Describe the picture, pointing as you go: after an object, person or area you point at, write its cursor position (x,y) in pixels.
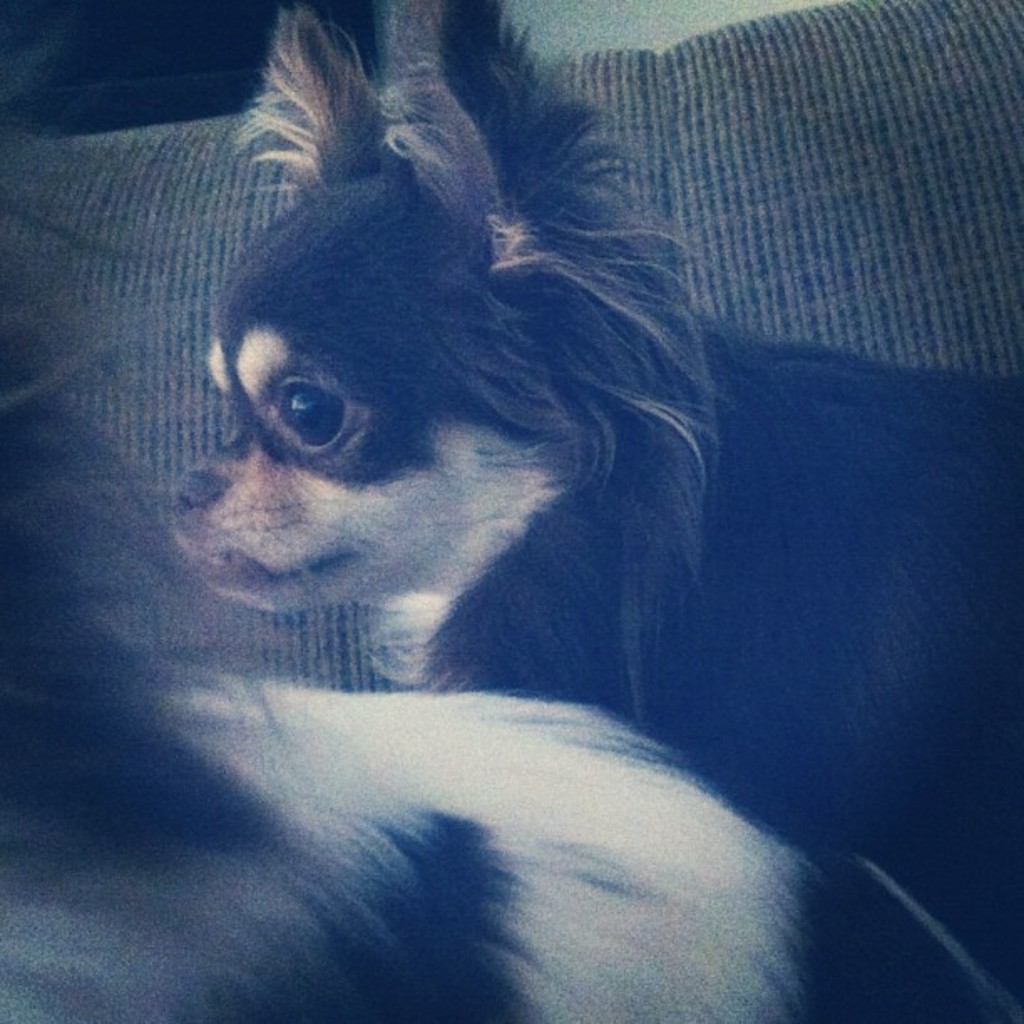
In this picture we can see two dogs (588,766) and in the background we can see some objects (881,313).
